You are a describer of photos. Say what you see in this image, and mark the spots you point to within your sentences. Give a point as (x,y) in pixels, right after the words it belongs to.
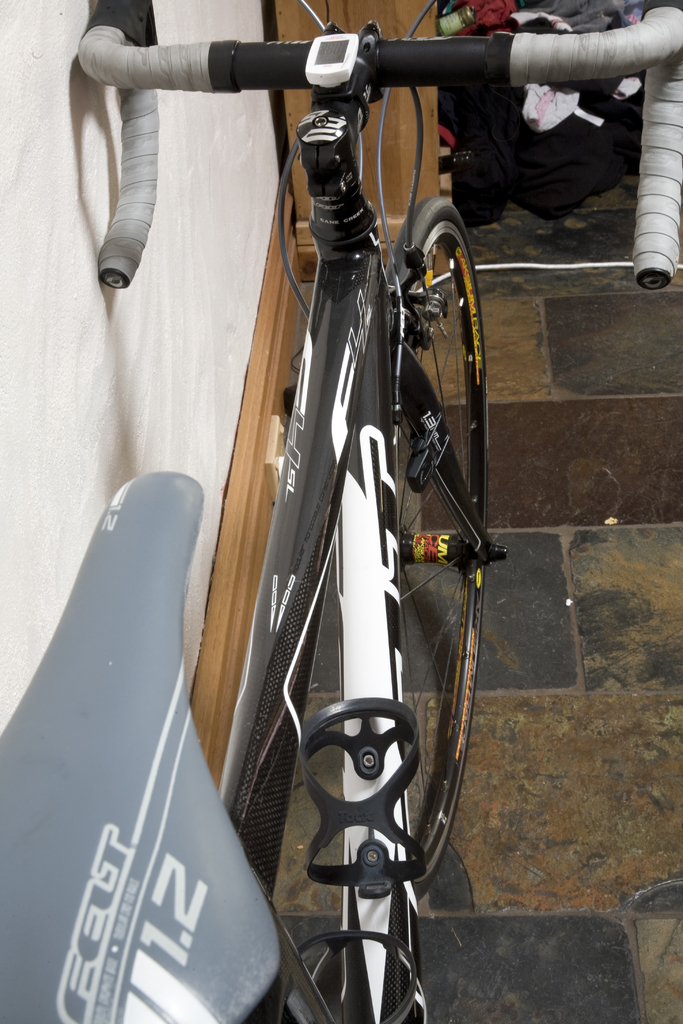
In the image there is a cycle (279,558) held beside a wall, there is some wooden tool (428,121) kept in front of the cycle (459,70).
